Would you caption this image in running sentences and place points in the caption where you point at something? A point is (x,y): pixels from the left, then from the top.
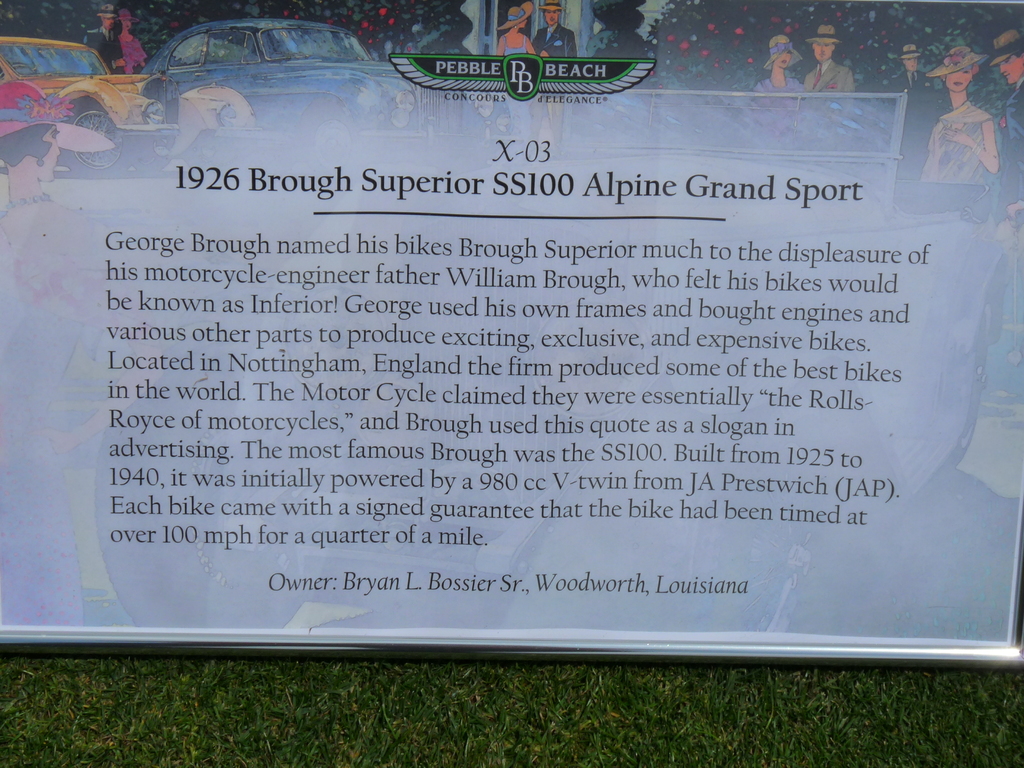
In this picture I can see there is a banner (348,111), there is a picture (352,87) of cars (338,97), people (518,37), plants (927,10) and there is something written at the bottom of the image (637,516) and it is placed on the grass (512,725).
